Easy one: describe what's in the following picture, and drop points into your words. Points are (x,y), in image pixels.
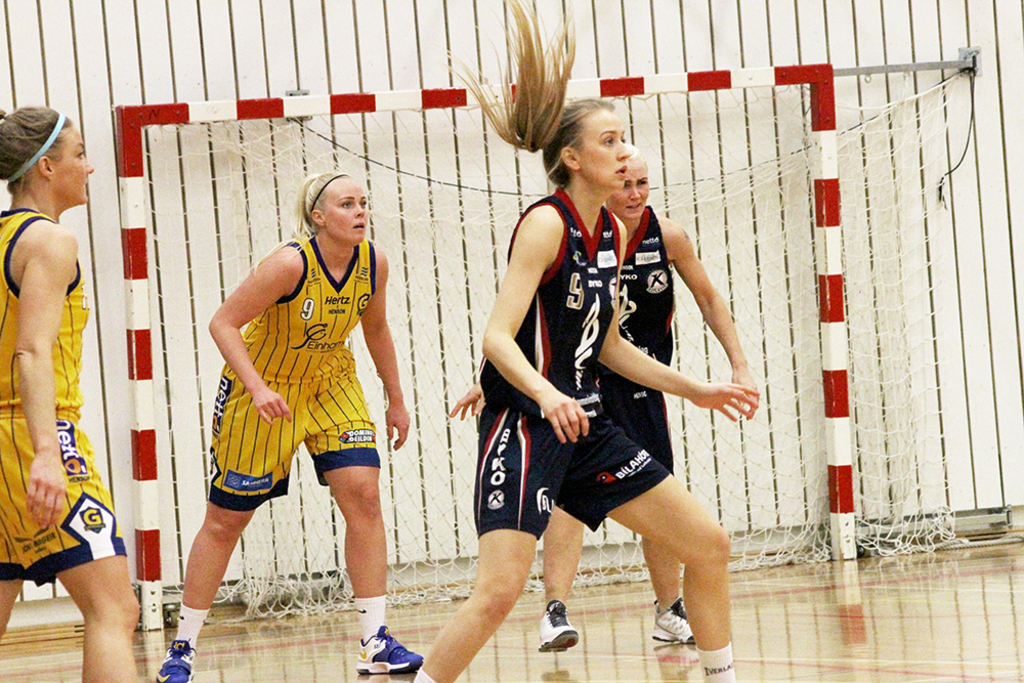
In this image there are women (306,330) playing. In the background (218,204) there is a net (743,220) and there is a stand (134,215) which is red and white in colour and there is a wall (188,41).
